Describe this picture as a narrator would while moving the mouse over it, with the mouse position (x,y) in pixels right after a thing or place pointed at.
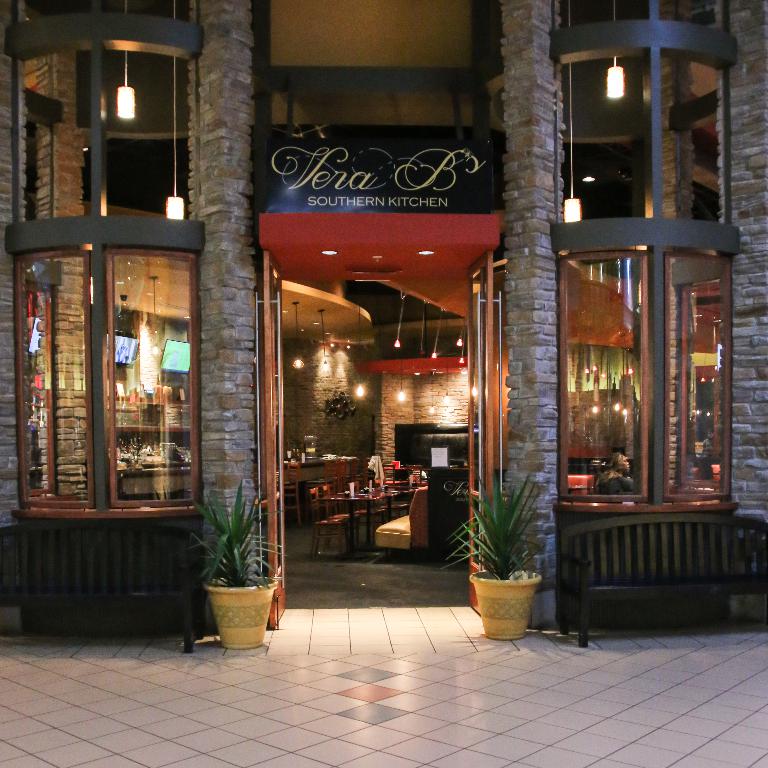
Picture of a restaurant (633,419). In-front of the restaurant (482,372) there are benches (153,566) and plants (522,616). To the restaurant (363,228) there is a board (341,142) and windows (695,204). Through the glass windows (700,326) we can see lights (124,103), televisions (124,361), tables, couch (411,519) and things (168,428). Floor (365,663) with tiles (368,689).
